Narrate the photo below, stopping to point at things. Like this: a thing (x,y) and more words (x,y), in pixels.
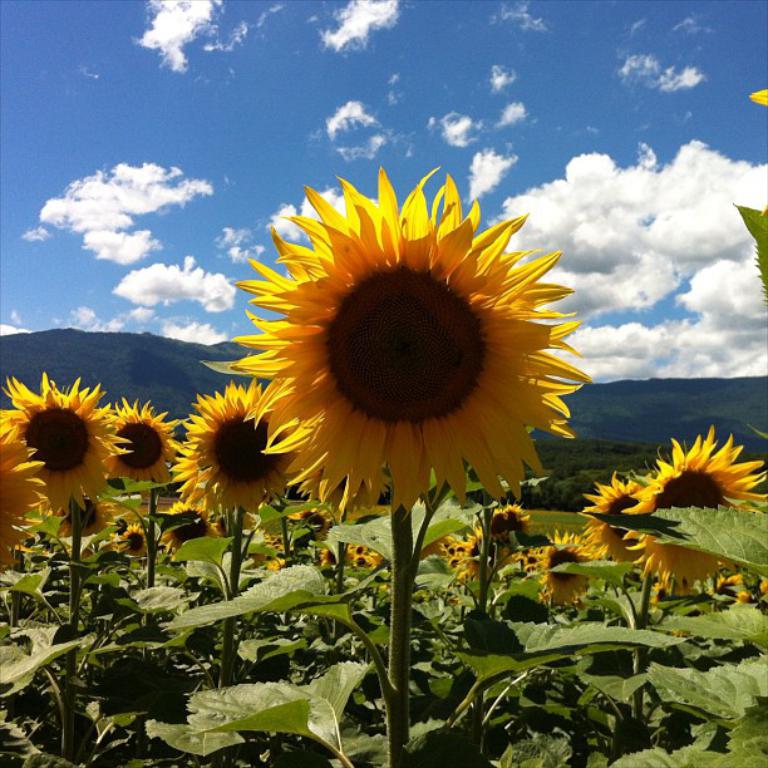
In this picture I can see some flowers (36,408) to the plants (419,681), hills (155,339) and cloudy sky (214,227).
